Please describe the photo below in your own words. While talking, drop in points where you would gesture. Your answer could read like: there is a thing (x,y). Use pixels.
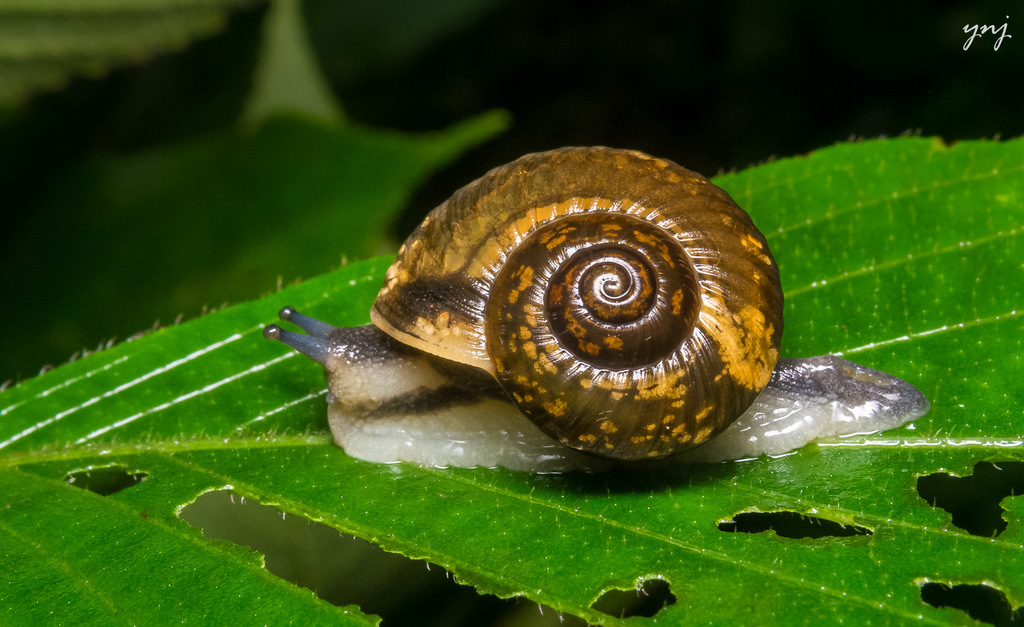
In this picture we can see a snail (401,258) on a leaf (920,160) and in the background (330,108) it is dark.
